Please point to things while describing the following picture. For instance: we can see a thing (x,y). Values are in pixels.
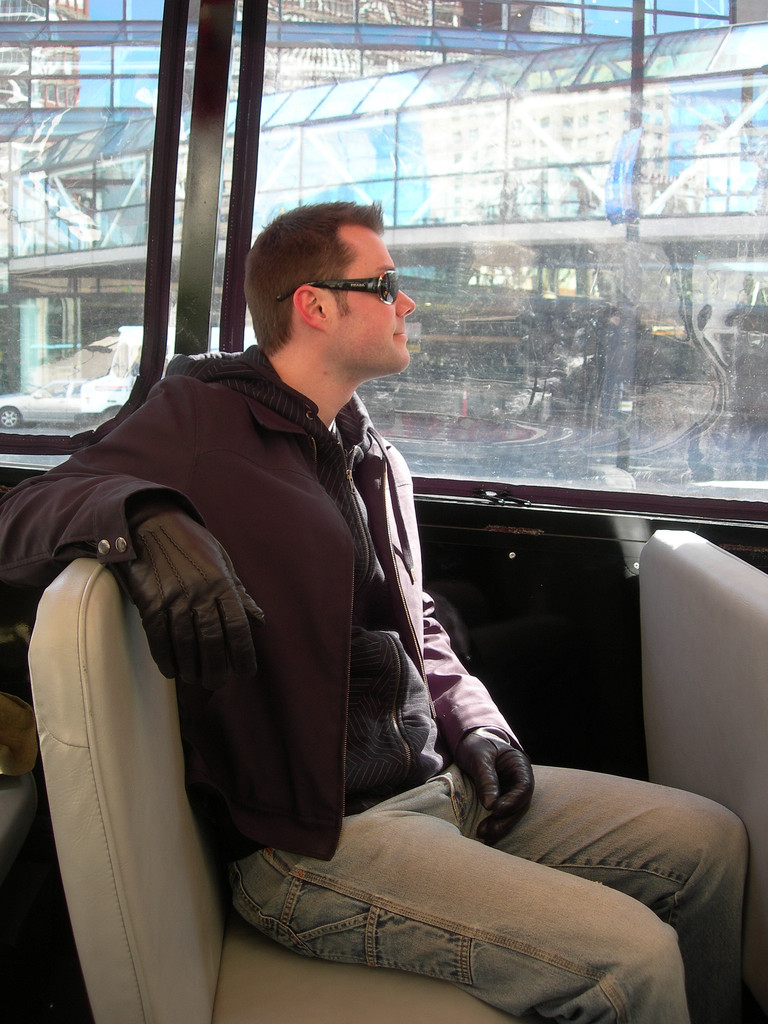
In this image, there is a person (296,746) wearing clothes (244,790) and sitting beside the window (607,469). This person (237,801) is wearing gloves (465,761) and sunglasses (394,281).
